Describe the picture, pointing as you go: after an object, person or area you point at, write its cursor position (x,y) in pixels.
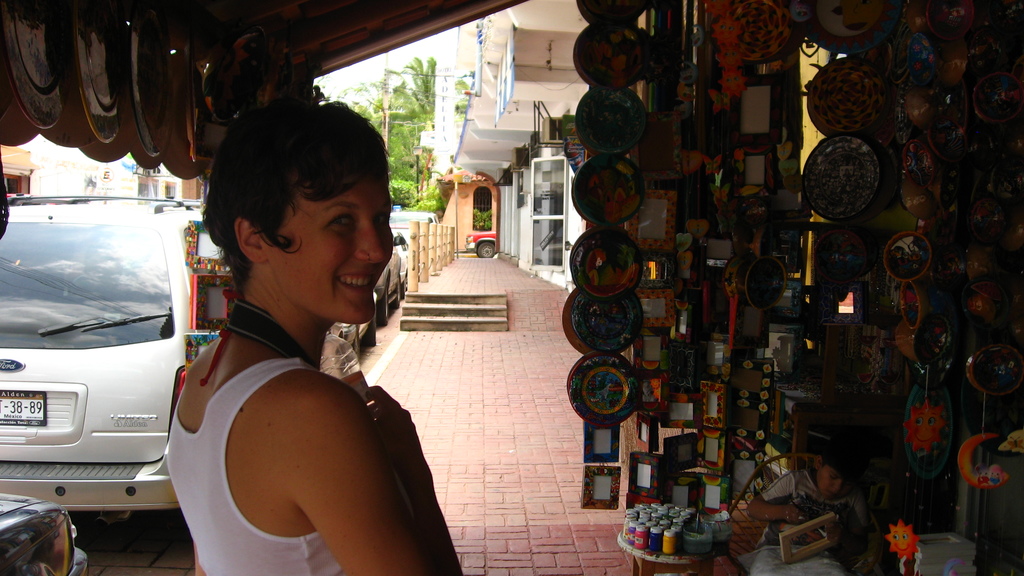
In this picture we can see a woman (281,185) smiling and holding a bottle (327,343) with her hand (383,411). In front of her we can see a child (843,514) sitting on a chair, frames (647,284), bottles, vehicles (493,240), poles (439,237), steps (454,315), buildings (482,185) and some objects (811,419). In the background (415,157) we can see trees (404,125) and the sky (348,97).
